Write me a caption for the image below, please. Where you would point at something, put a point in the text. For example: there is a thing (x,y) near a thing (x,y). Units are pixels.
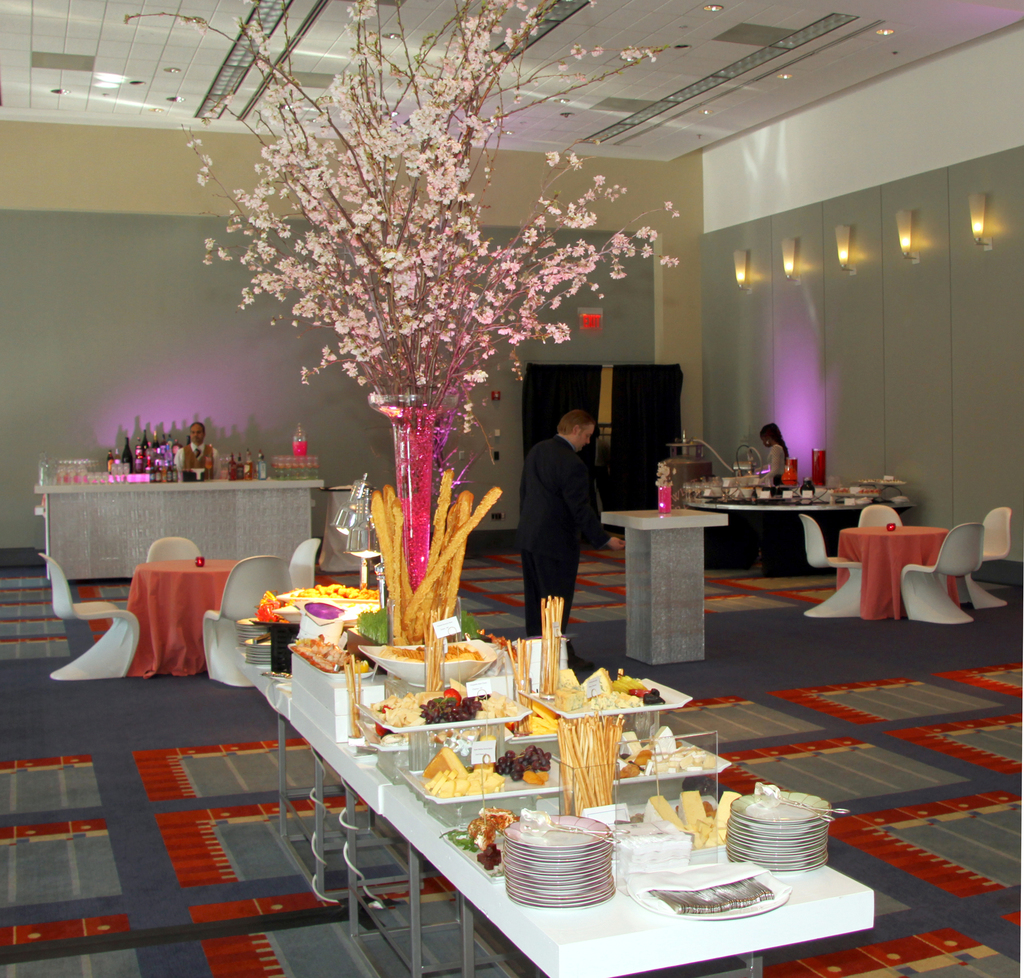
On the table (751,942) we can see many plates (735,913), trays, tissue papers (646,835), box (660,809), breadsticks (605,788), grapes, fruits (523,774) and other food items (462,653). Here we can see a plant (390,390) which is on the red color glass pot (417,510). Here we can see a man (568,514) who is standing near to the table (669,592). On the left (103,641) we can see four chairs (138,637) near to the table (198,592) which is covered by cloth (169,610). On the background (229,534) there is a man (182,463) who is standing near to the desk (264,499). On the desk (103,490) we can see wine bottles (241,468) and other bottles (110,455). On the right (807,499) we can see a woman (766,463) who is standing near to the table (743,499). Here we can see five lights (982,228) on the wall (968,257). On the top (511,92) there is ceiling (630,85).
